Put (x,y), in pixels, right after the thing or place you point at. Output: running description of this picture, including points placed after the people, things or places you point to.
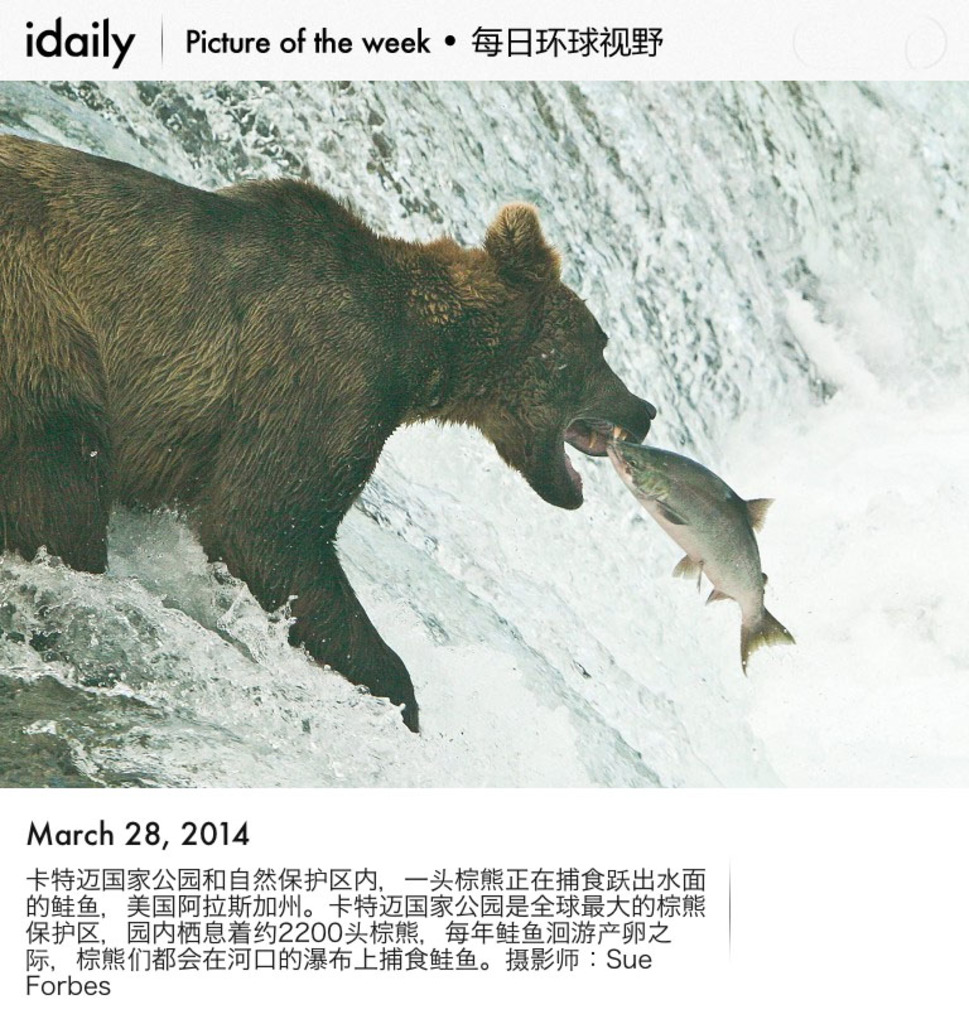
In this picture we can see an animal (465,339), fish (715,559), water (743,472) and some text (44,53) on a poster (15,903).
